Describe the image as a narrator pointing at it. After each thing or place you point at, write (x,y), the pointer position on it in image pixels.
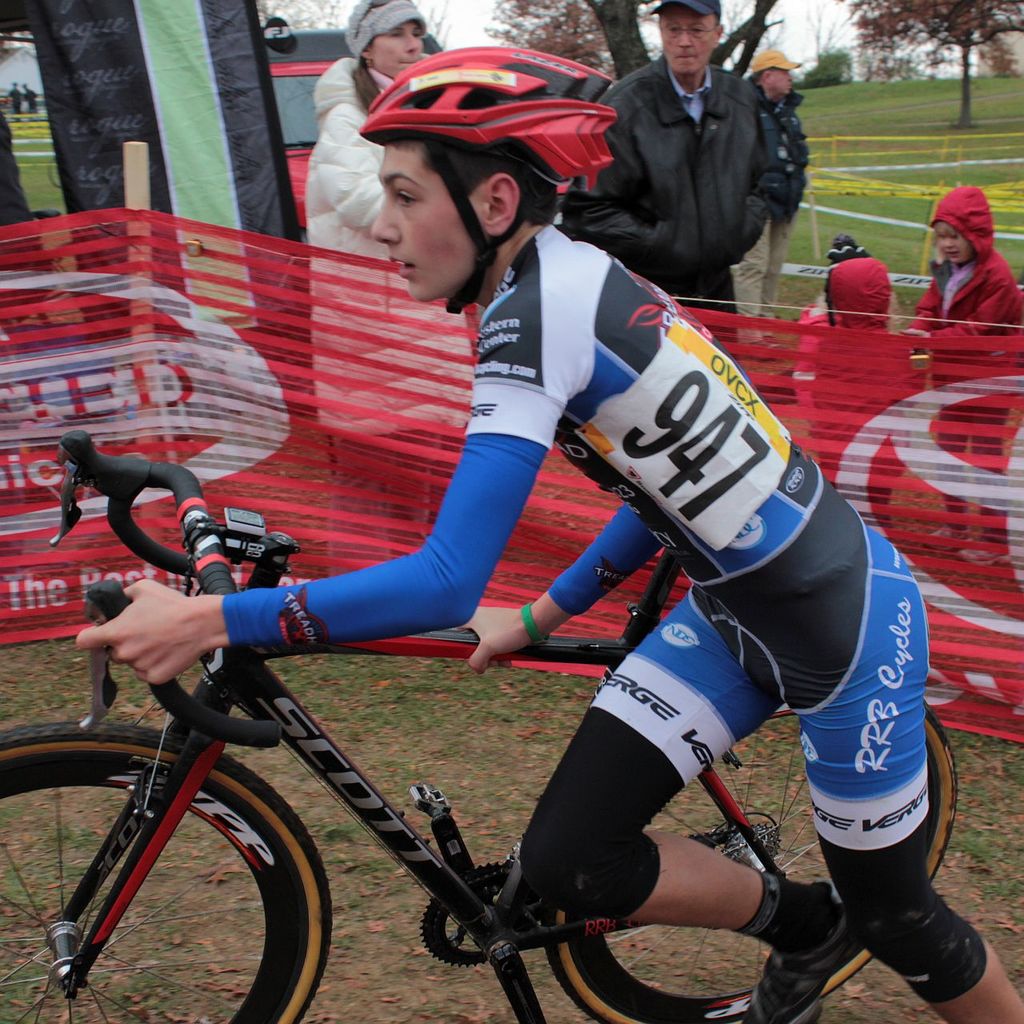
In this image I can see there is a person (621,542) holding a bicycle (163,742) and is wearing a helmet (454,110), there are few persons (364,235) and kids (969,256) standing behind the banner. There are few trees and there is some grass (1013,87) on the floor (1006,100).
